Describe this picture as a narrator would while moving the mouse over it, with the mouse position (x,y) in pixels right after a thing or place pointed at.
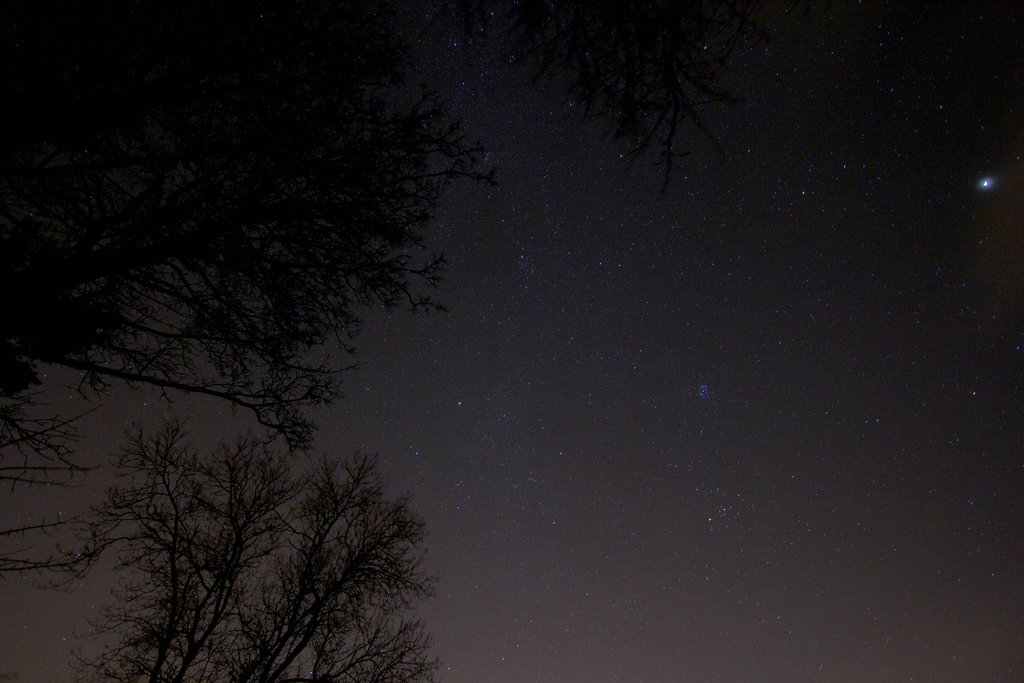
In this image we can see trees (198,646) and stars (560,454) in the sky (439,190).
